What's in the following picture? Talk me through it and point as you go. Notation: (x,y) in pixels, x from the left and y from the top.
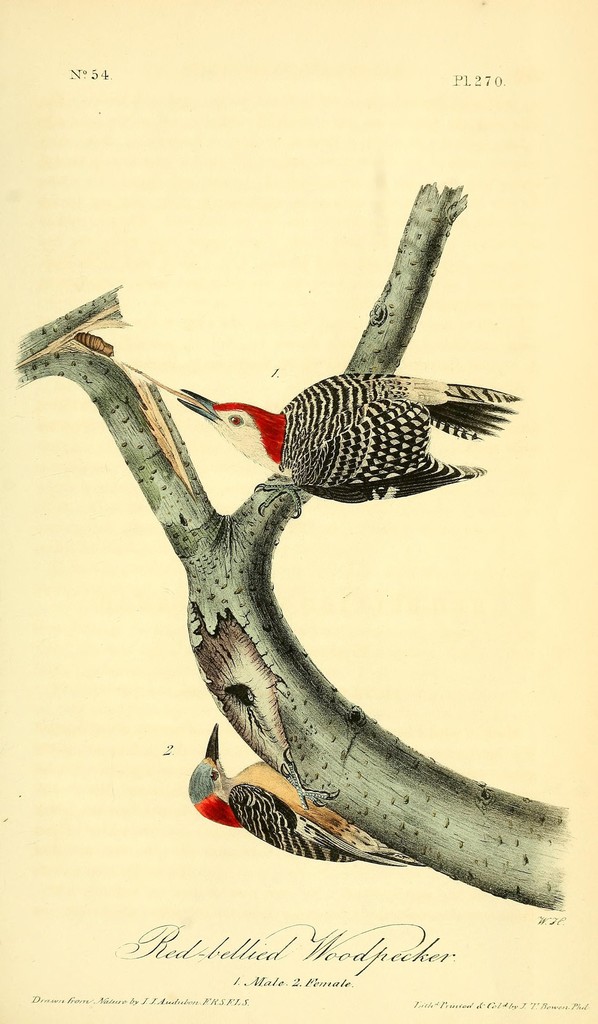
In this image there is a picture of a stem (307,676) and two birds (341,402). On stem (370,370) there are two birds (353,416) standing in opposite direction. Left side of image (86,341) there is an insect (101,349) in between the woods (103,367). Bottom of image (264,942) there is some text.
